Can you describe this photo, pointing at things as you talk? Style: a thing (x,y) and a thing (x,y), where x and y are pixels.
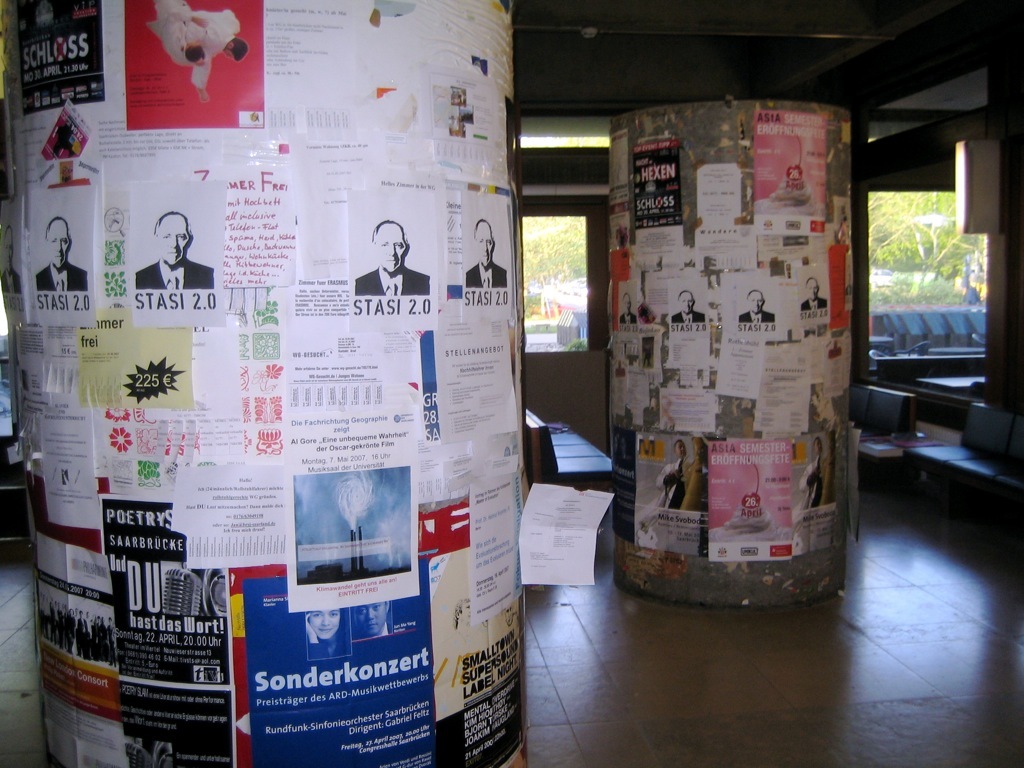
In this picture I can see there are two pillars (507,289) and there are a few posters (355,316) pasted on the pillars (777,448) and there are a few chairs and there is a window (971,264) in the backdrop (577,259) and there are trees (904,265) visible from the window (908,247).
